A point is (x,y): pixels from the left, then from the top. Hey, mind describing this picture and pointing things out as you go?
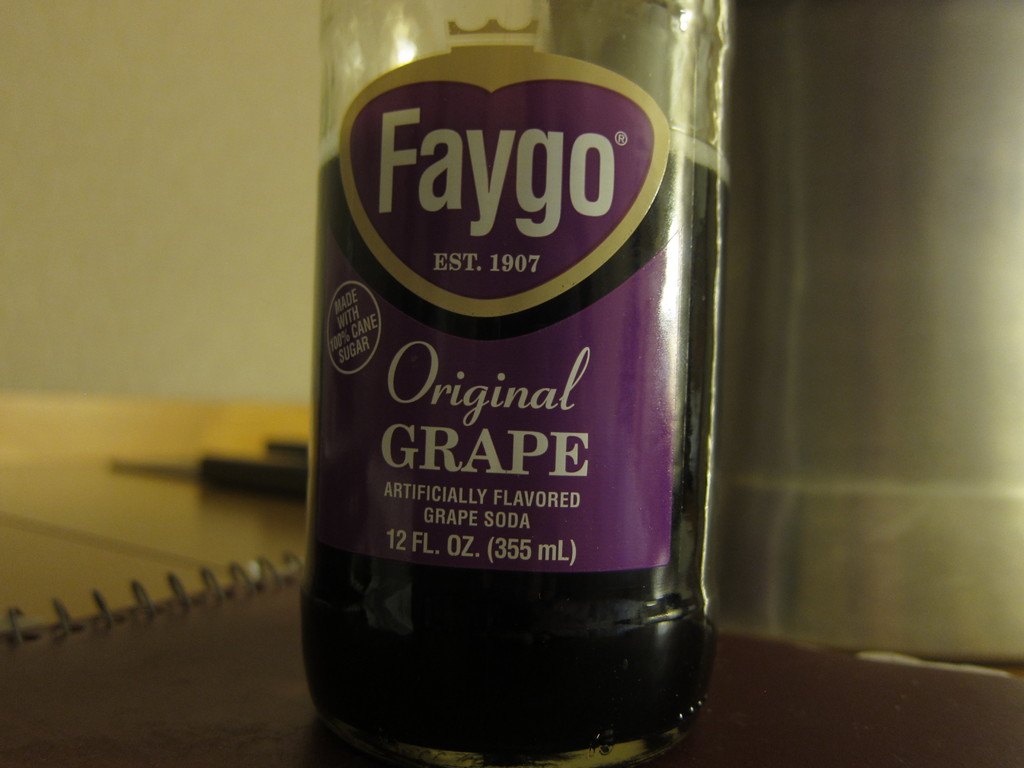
There is a bottle (710,145) in the image. Which is labelled as faygo and filled with some liquid content (400,628) inside it. The bottle (363,640) is placed on book (251,668) which is in brown color.
